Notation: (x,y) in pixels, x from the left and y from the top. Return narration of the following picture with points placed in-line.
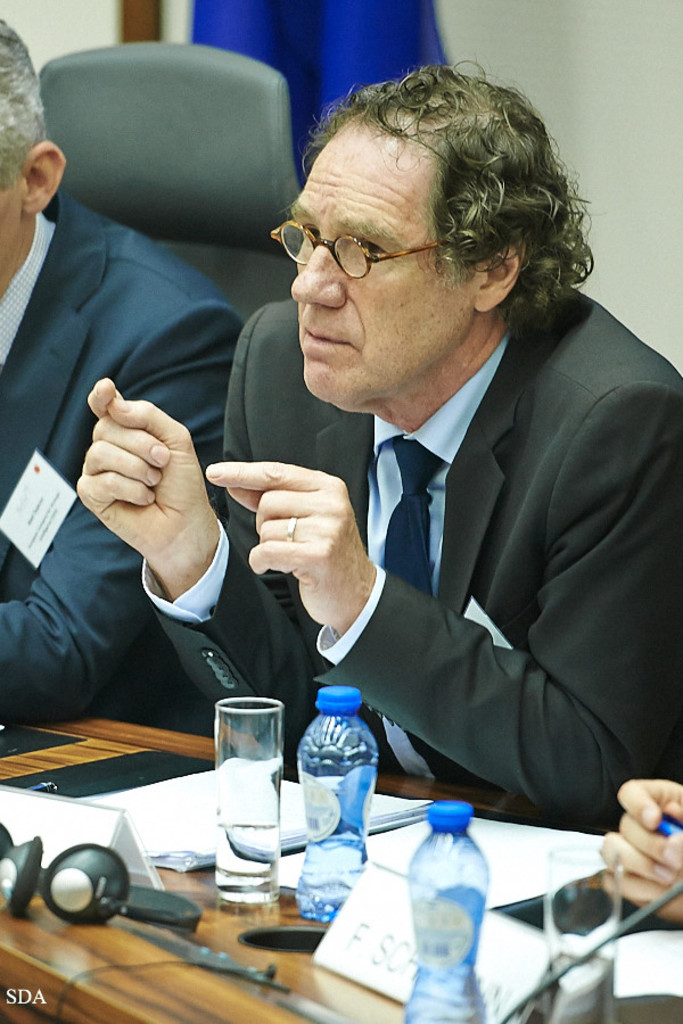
In this image I can see two men (243,680) are sitting on chairs (271,270). I can also see he is wearing a specs (338,243) and suit (477,477). Here on this table (99,748) I can see few bottles (351,827), few glasses (270,865) and a headphone (143,889).
